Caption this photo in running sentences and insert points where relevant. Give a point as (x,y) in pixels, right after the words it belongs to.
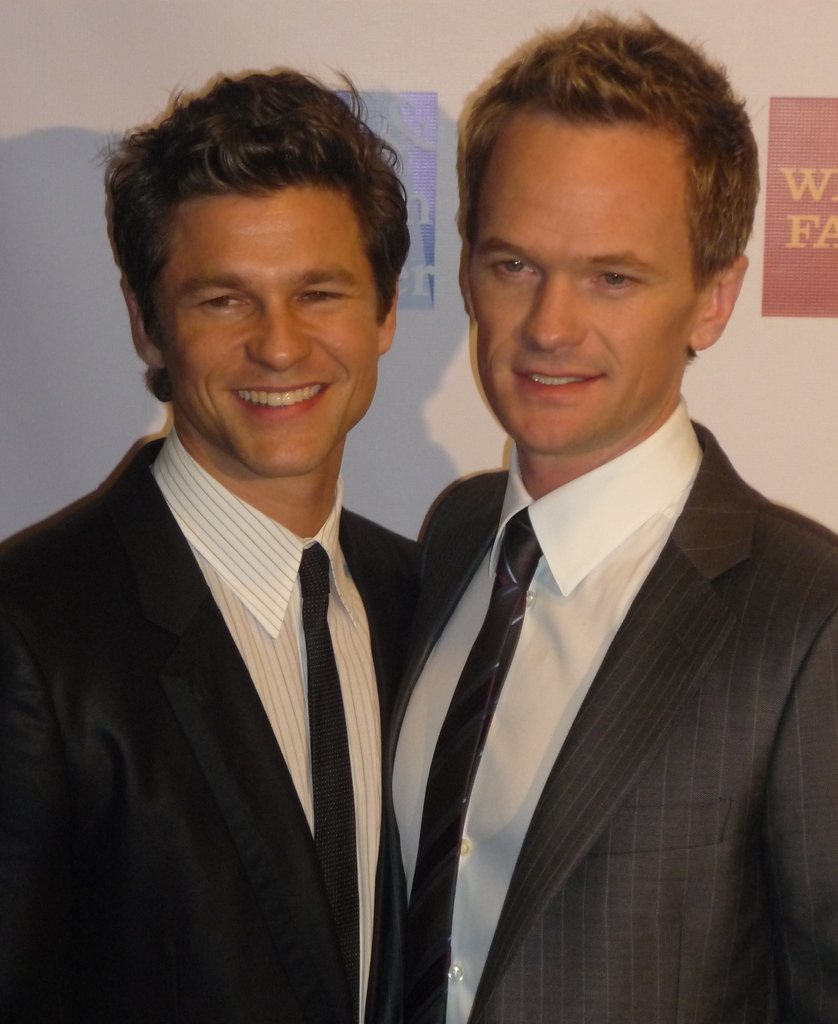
In this image I can see two persons (756,712), the person (434,766) at right (606,843) wearing gray blazer (676,833), white shirt (588,604), black tie (531,573) and the person (300,632) at left (118,669) wearing black blazer (168,653), white shirt (281,652), black tie (318,694). Background (34,386) I can see wall (82,235) in white color.
